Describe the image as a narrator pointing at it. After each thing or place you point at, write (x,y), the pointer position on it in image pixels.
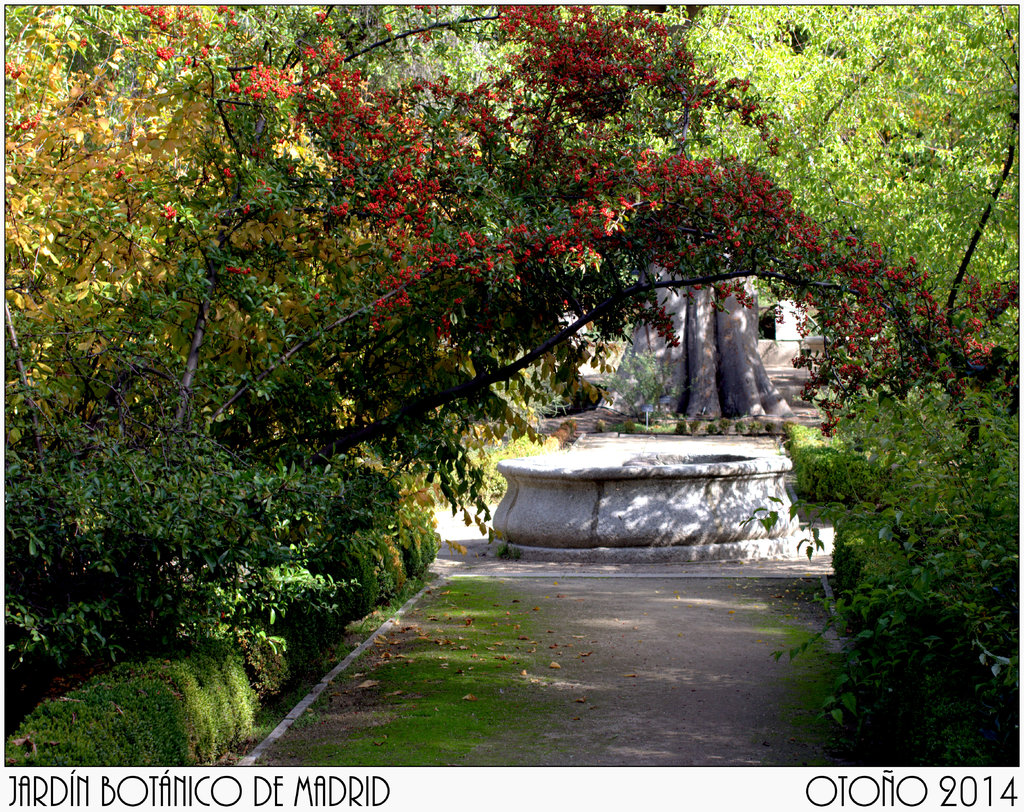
In this picture I can see plants (212,438) and trees (216,318). I can see words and numbers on the image.
